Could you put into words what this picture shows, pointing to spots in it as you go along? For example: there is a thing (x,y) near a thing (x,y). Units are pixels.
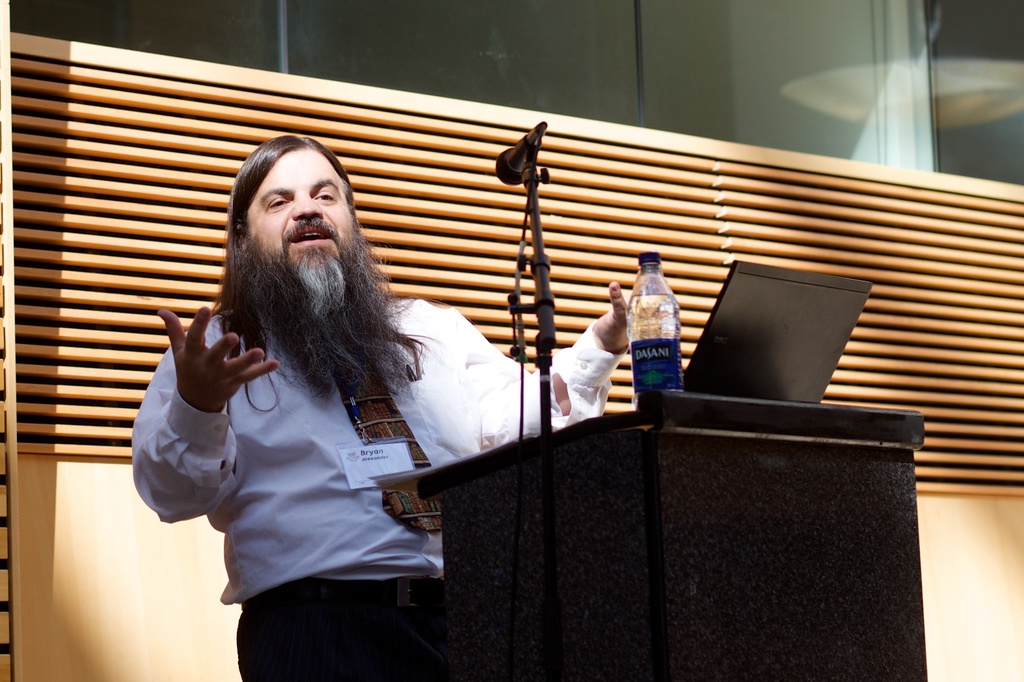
This image is taken indoors. In the background (938,437) there is a wall (50,482) and there is a blind (79,266). In the middle of the image (630,426) there is a podium (566,516) with a laptop (724,384), a bottle (652,332) and a mic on it. A man (324,191) is standing and he is talking.
